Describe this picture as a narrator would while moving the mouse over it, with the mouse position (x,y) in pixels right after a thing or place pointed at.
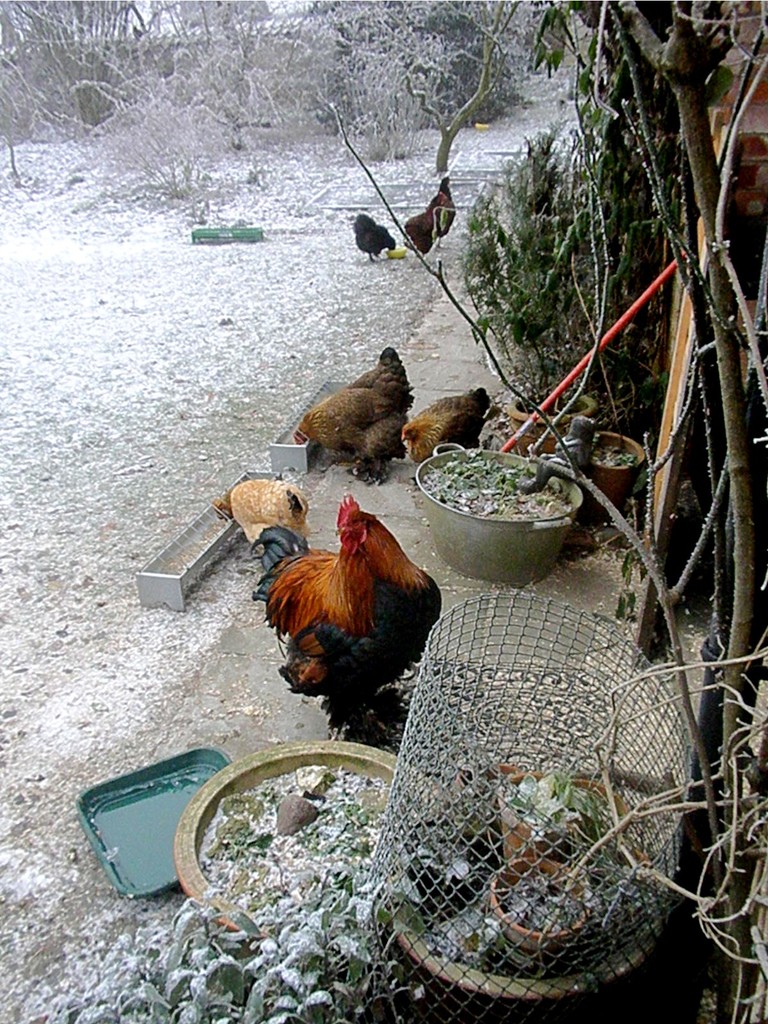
In this picture there are hens (434,198) and there are buckets (591,1022) and there are trays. In the foreground (412,704) there is a fence (396,830) and there are plants (265,984). At the back (422,81) there are trees (43,138). At the bottom (27,760) there is ground (62,591) and it might be snow (73,326). At the back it looks like a building (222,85).
